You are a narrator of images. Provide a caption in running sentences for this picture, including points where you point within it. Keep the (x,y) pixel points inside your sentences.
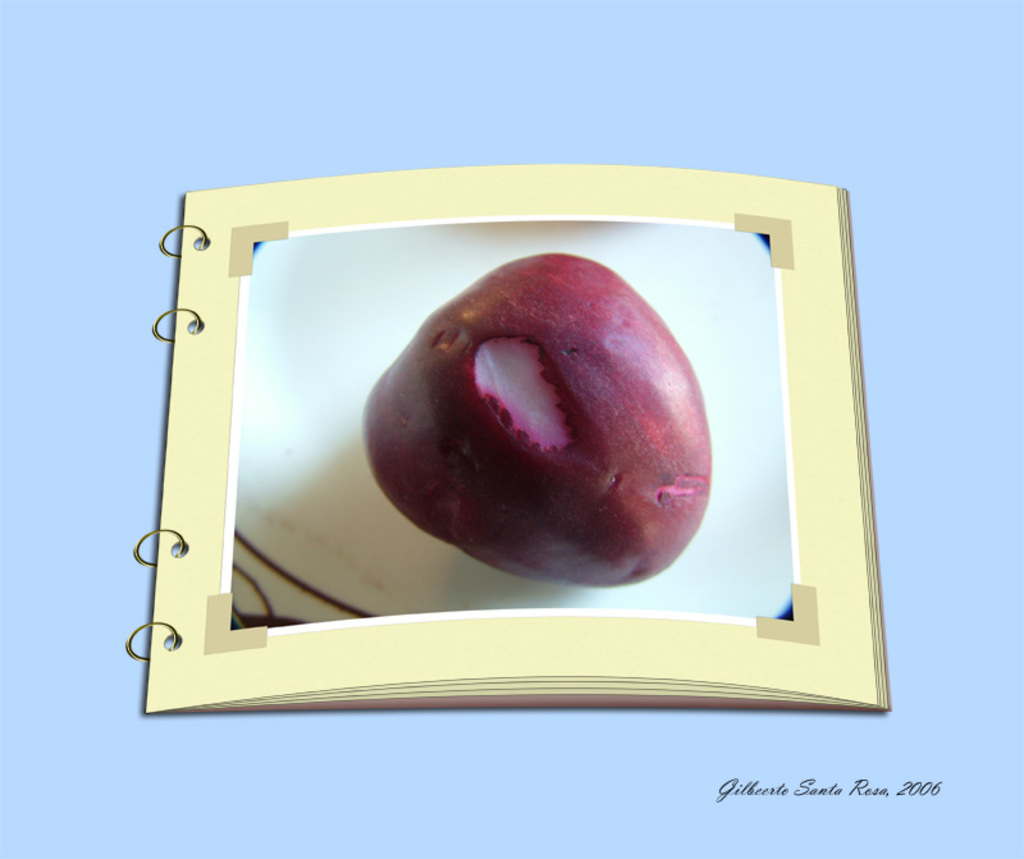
In this image we can see the picture of a fruit (375,421).
